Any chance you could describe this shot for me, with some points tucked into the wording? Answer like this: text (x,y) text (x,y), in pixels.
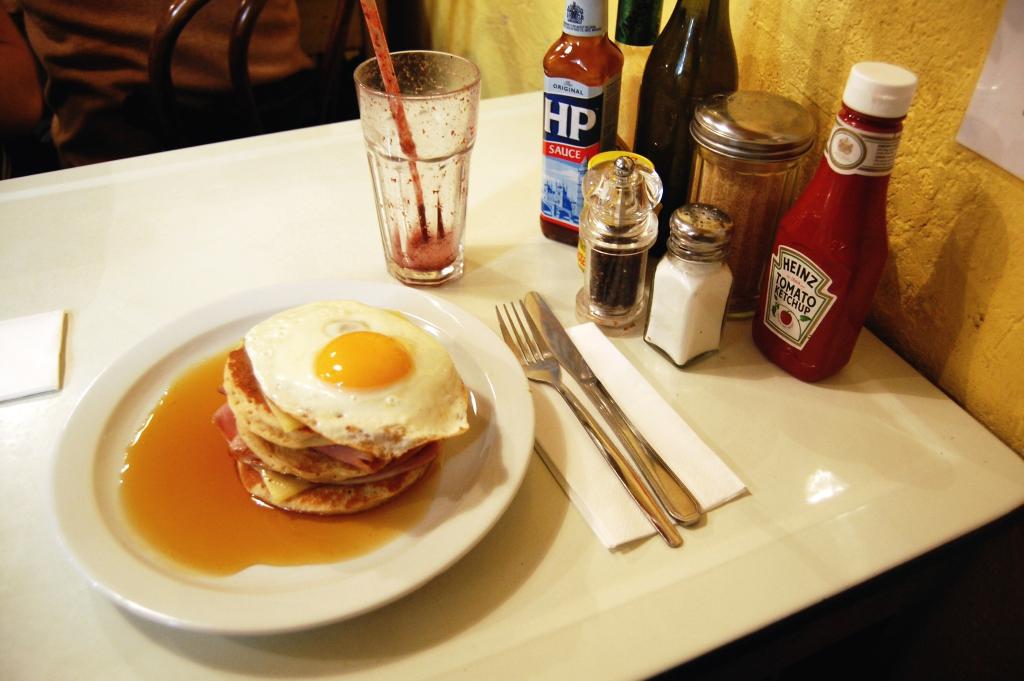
In this image In the middle (526,227) there is table (760,493) on that there is a plate (383,555), glass (402,217), fork (542,372), tissues (673,442) and some other items (660,190). In the background (228,58) there is a chair (161,43) and wall (944,86).
